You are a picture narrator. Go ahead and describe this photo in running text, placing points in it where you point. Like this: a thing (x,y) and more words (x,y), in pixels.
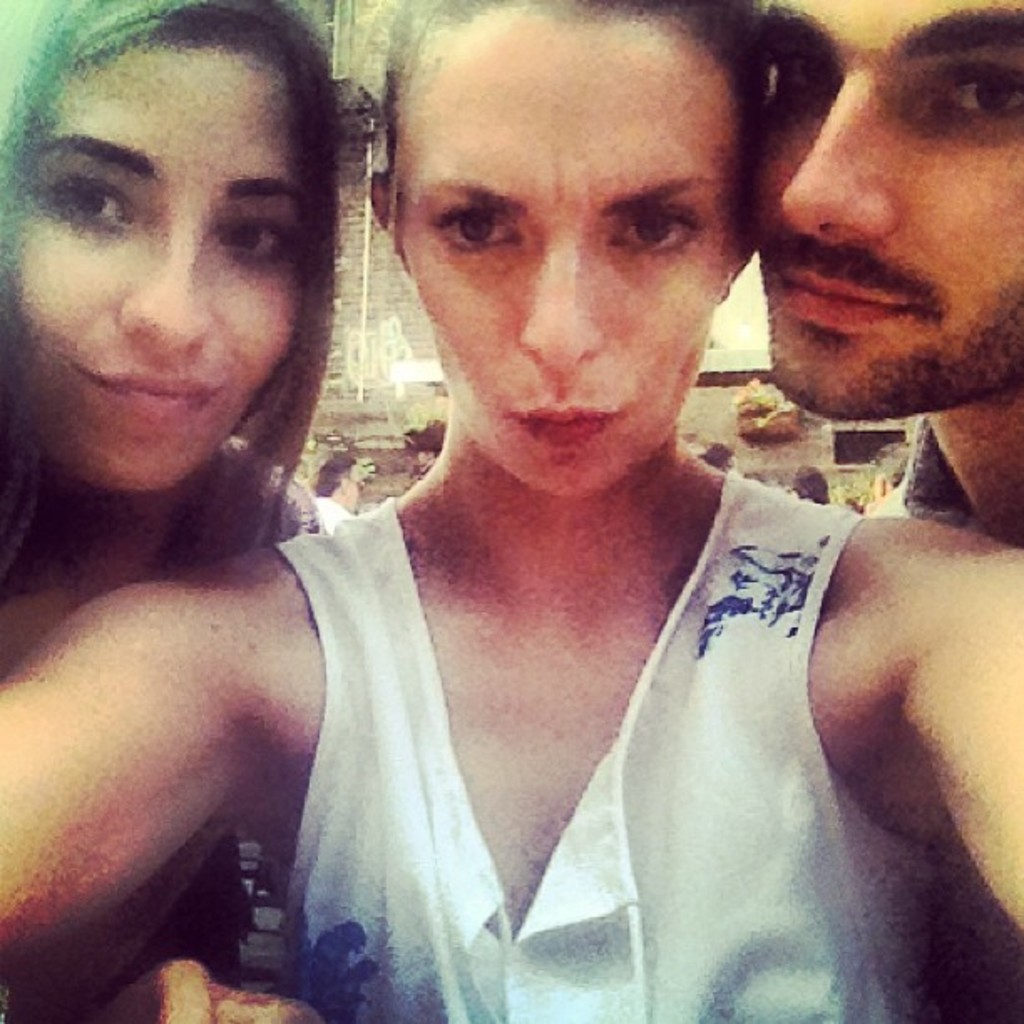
This picture shows a couple of women (646,545) and a man (828,401) standing and we see a woman (641,620) wore a white color dress (671,630).
